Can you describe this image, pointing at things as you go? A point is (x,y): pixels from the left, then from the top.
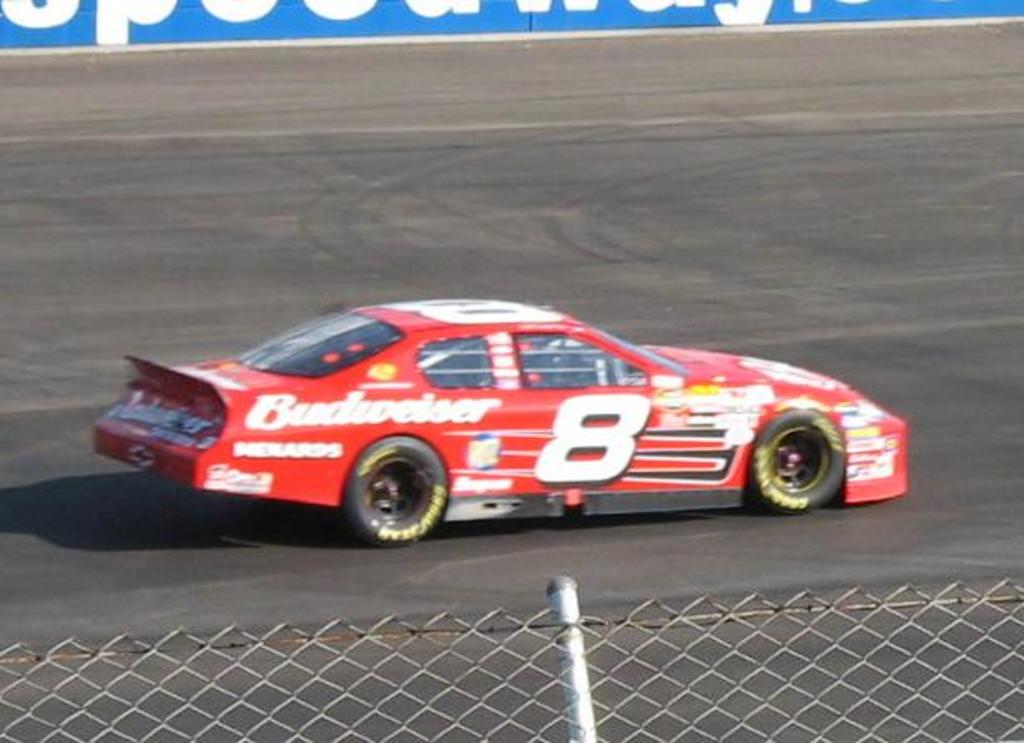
This image consists of a car (404,363). It is in red color. There is a fence (121,716) at the bottom (267,716).
